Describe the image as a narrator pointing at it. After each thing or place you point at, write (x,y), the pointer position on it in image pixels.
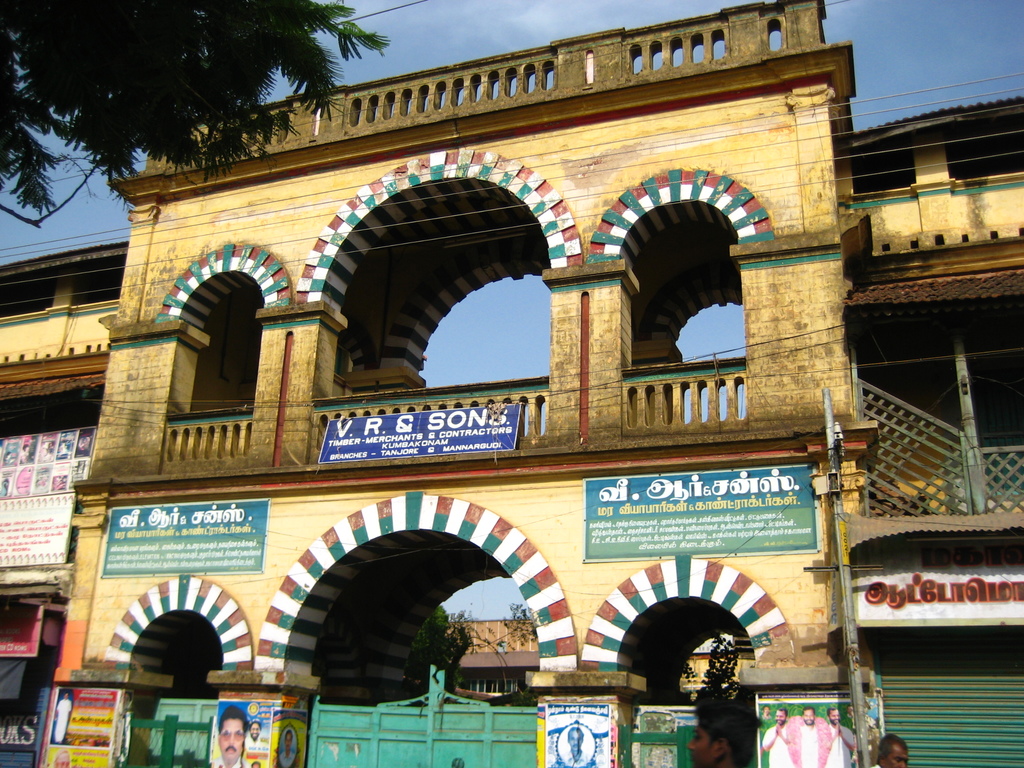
In this image there is a building (665,141), on that building (341,473) there are posters (601,501), on that posters (146,522) there is some text (142,534), at the top left (108,88) there is a tree (112,118).
